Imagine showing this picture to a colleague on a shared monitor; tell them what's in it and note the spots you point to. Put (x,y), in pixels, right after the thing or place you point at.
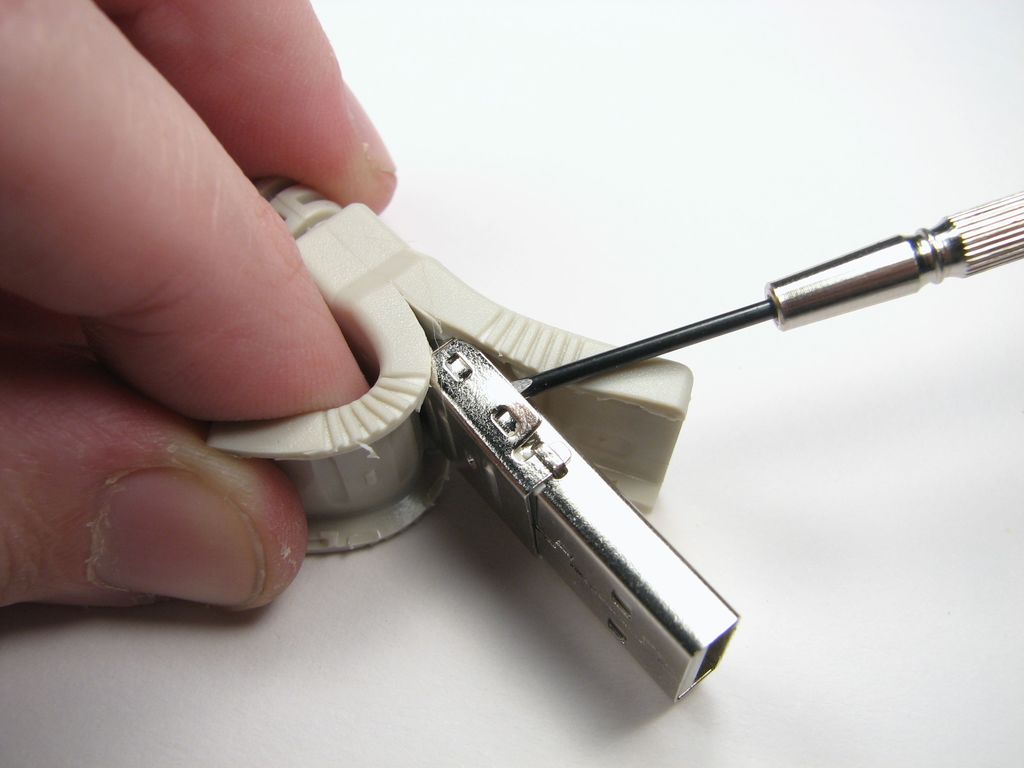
In this image there is an object (327,302) which is white and silver in colour and in the object (475,383) there is a finger (227,316) of the person (242,201) which is visible.
